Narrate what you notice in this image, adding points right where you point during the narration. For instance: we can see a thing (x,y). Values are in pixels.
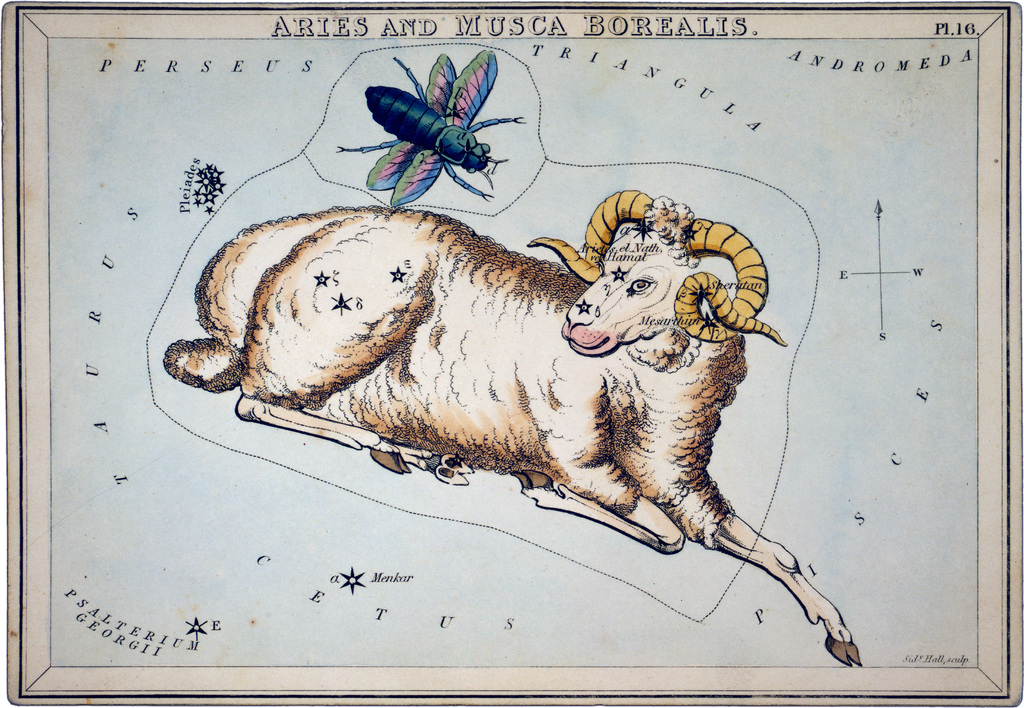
This is a painting (293,370) in a chart (73,38), which is having borders (989,34) and there are texts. In this painting (717,64), there is a sheep (315,303) sitting on a surface (488,556). Beside this sheep (483,321), there is an insect (470,155) in the air (512,233). And the background of this chart (137,289) is gray in color.
